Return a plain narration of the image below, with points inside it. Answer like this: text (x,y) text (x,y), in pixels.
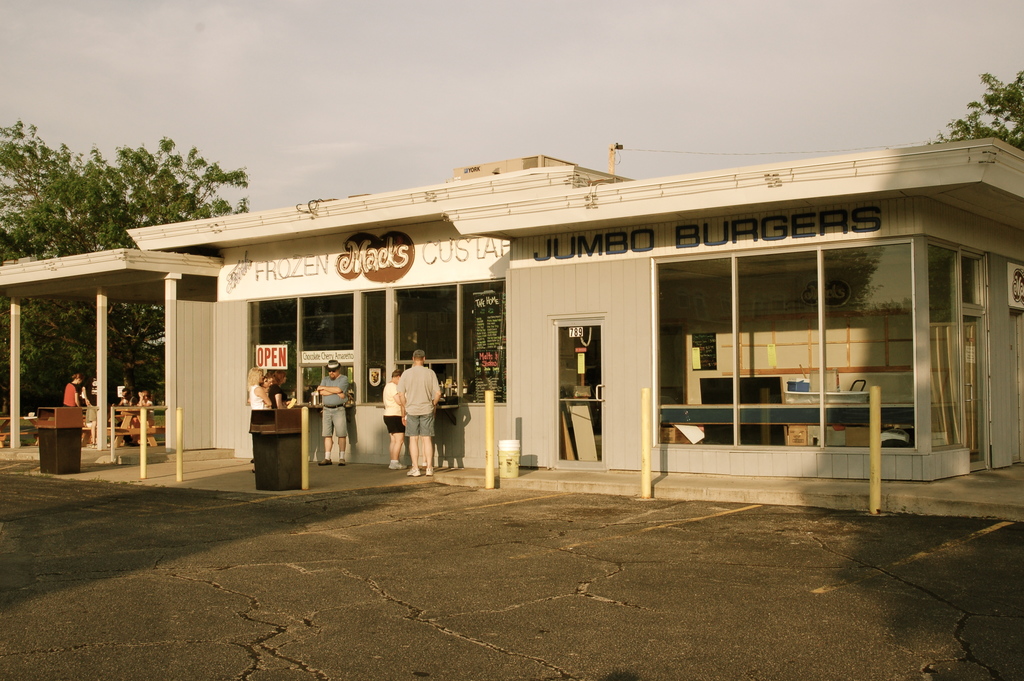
In the center of the image (431,303) there is a building (582,308) and we can see a counter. There are people (416,413) standing. We can see bins (59,436). In the background (56,203) there are trees (68,192) and sky (406,75).
